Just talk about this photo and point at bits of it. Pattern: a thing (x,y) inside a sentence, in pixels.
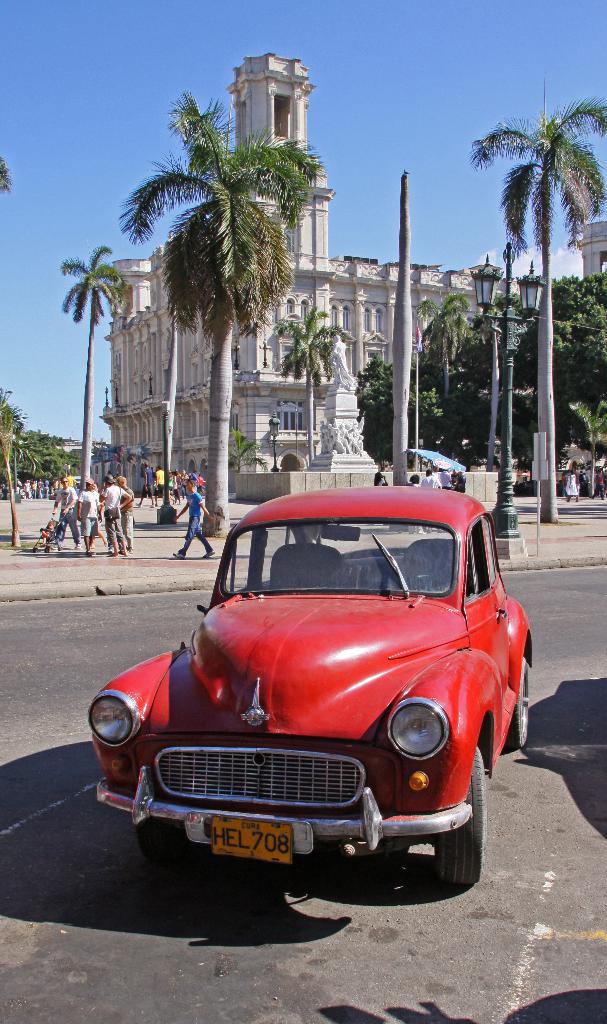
In the image there is a red car (321,794) on the road (404,877) and behind there are few people (119,504) walking on the foot path (141,518) with trees (228,374) all over the place and in the background (246,408) there is a building (285,352) with a statue (341,367) in front of it and above its sky (67,110).
